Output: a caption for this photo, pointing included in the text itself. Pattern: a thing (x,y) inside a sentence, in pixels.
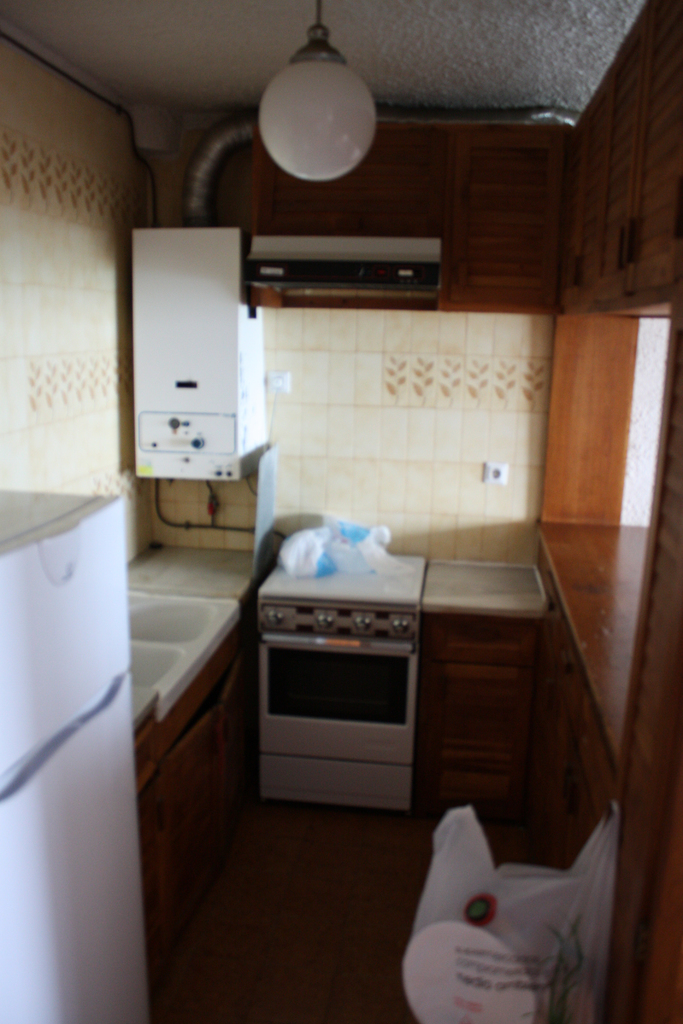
In this image there is kitchen (136,477), in this there is a fridge (15,710) and a sink (199,607), behind the fridge (118,594) there is a wall (128,273), in the background (289,574) there is a stove (284,770) and there is a cupboard (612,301), under the cupboard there is a hood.
